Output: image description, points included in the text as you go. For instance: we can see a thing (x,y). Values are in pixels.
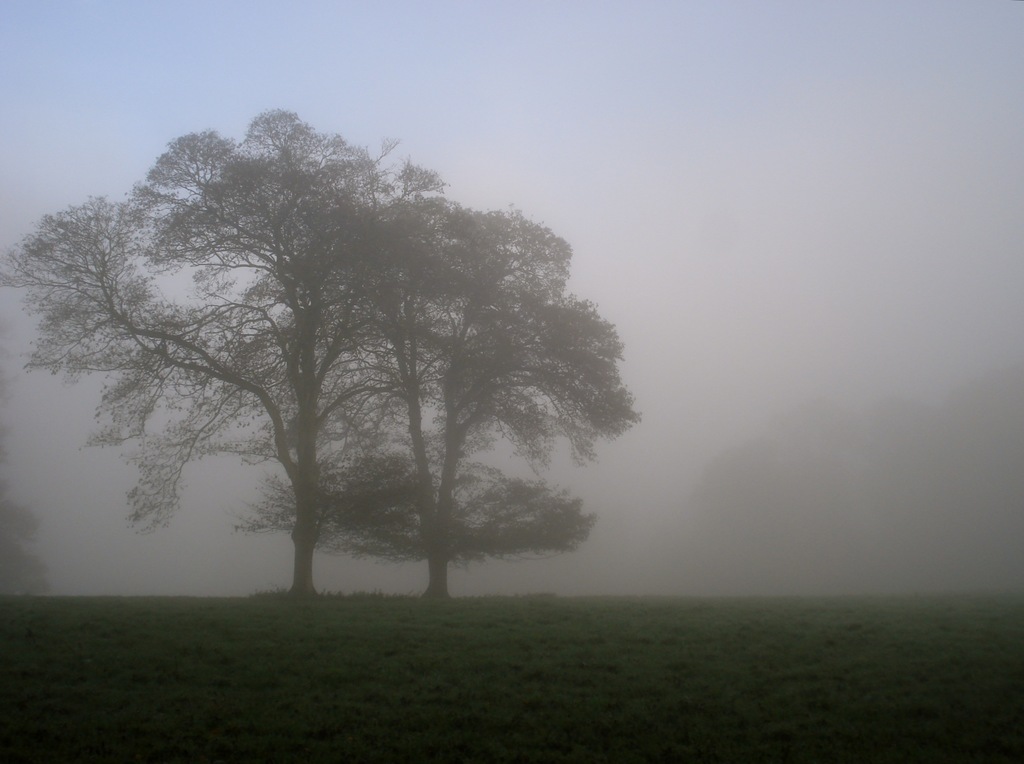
In this picture we can see few trees (339,452), fog (458,576) and grass (533,636).
